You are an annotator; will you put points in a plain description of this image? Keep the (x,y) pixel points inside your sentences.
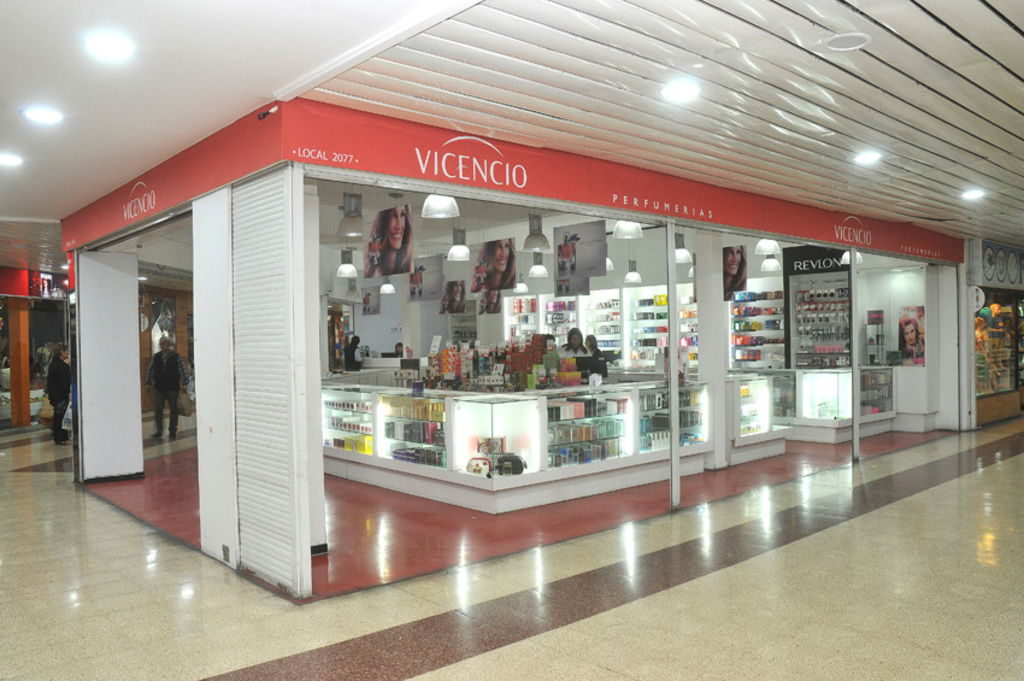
In this image in the middle (462,250), there is a building (207,240), shop (579,412) on that shop (505,293) there are many lights (440,209), posters (485,311), accessories (471,384) and some people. On the left (63,403) there is a woman (62,374), she wears a t shirt (62,380), trouser (60,418) and in front of her there is a man (169,386), he wears a jacket (172,382), trouser (171,409). At the top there are lights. At the bottom there is floor (714,586).
